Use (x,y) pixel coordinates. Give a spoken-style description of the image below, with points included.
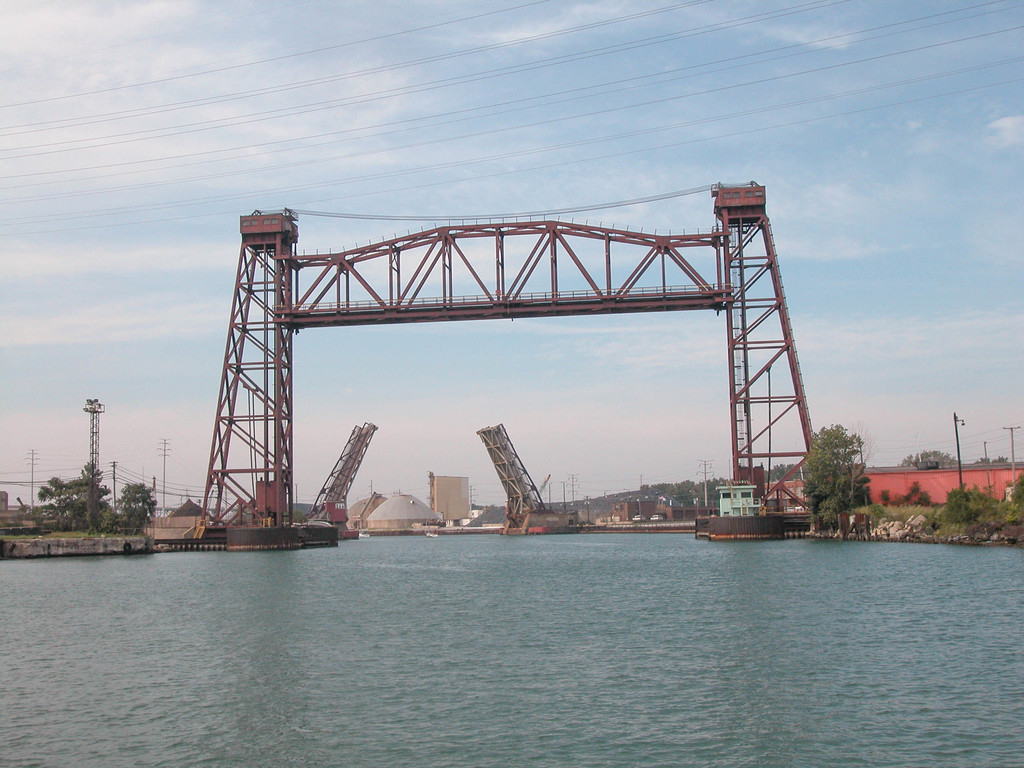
In the image we can see a bridge (663,268), electric wires (174,159), electric poles (92,433), trees (853,469), buildings (738,489), stones (880,528), water (578,655) and a cloudy pale blue sky (886,242).
